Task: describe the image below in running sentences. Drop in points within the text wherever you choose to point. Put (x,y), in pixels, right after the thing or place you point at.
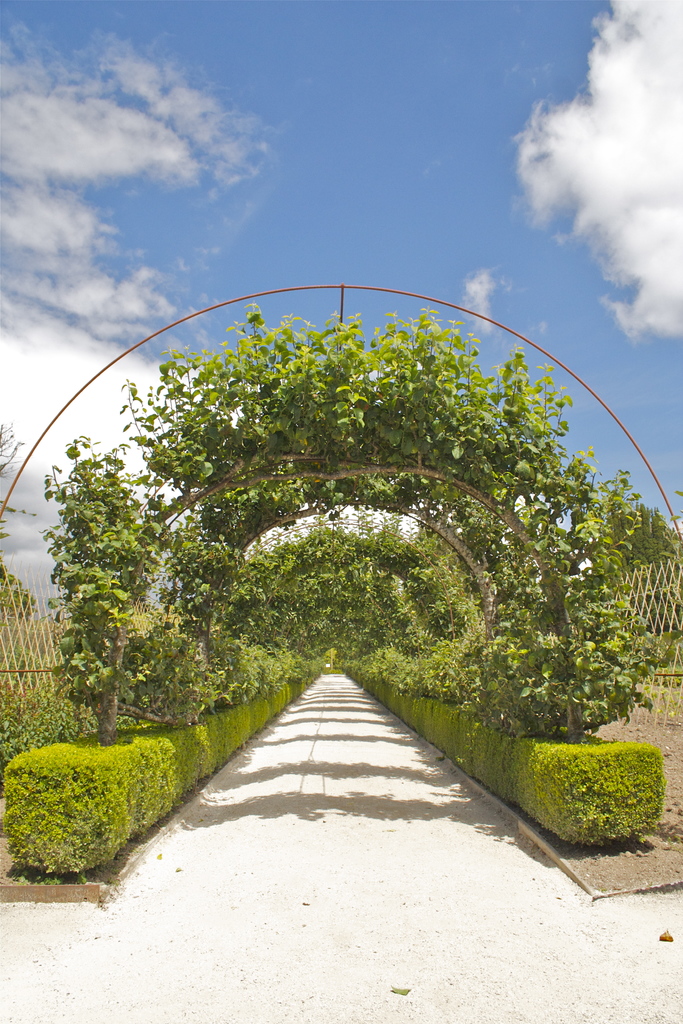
There is a floor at the bottom of this image (416,900) and there are some plants (384,621) and trees (364,615) in the background (285,655). There is a cloudy sky (285,211) at the top of this image (285,211).
